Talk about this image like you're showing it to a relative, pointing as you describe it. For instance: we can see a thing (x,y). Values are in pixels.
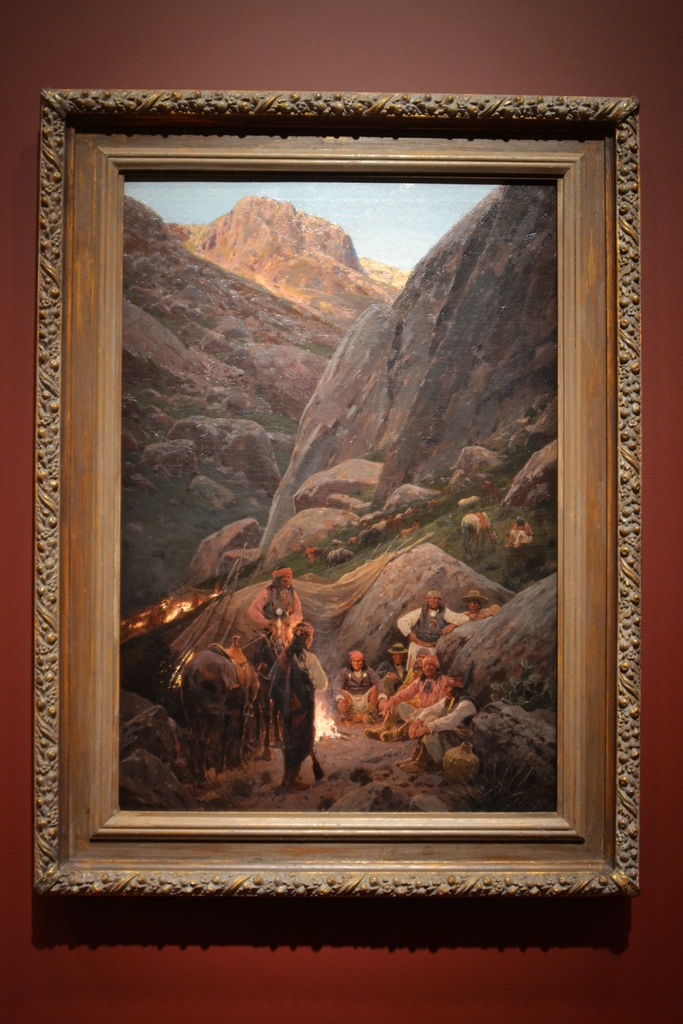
In the center of the image (289,680) we can see some persons (306,720), fire (322,721), horse (220,698) are there. In the background of the image (344,361) hills (358,331) are present. At the top of the image (377,226) sky (384,219) is there. In the middle of the image (296,564) grass (505,533) is present.
